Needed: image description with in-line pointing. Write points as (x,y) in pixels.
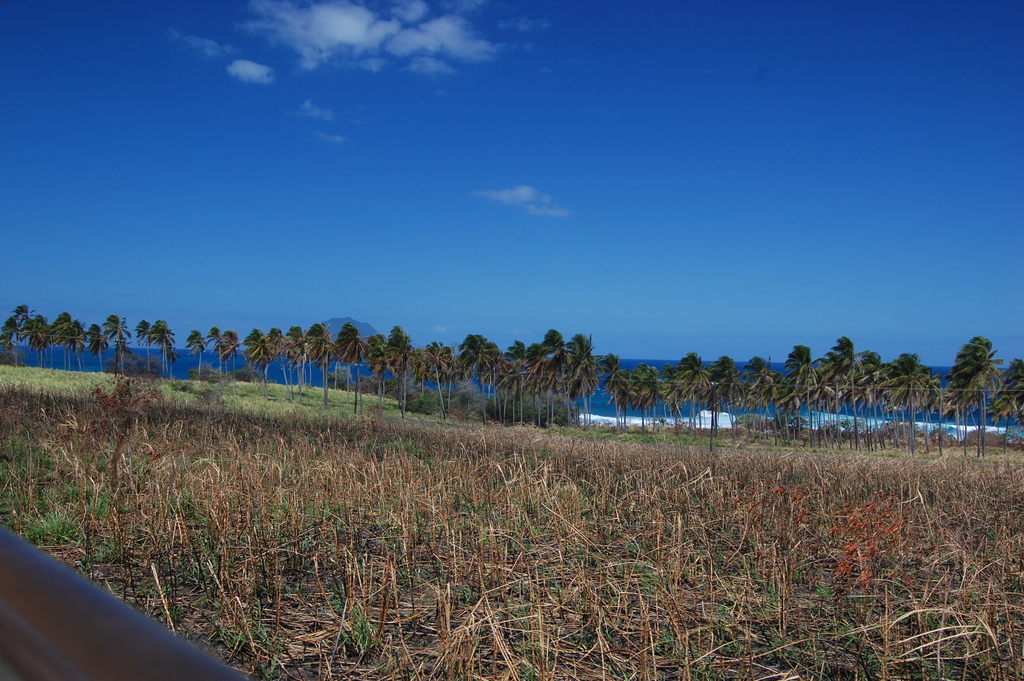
In this image I can see few plants (420,567) on the ground (453,561), few trees (347,371) and some grass (248,394). In the background (332,311) I can see the water (417,369), a mountain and the sky (515,163).
